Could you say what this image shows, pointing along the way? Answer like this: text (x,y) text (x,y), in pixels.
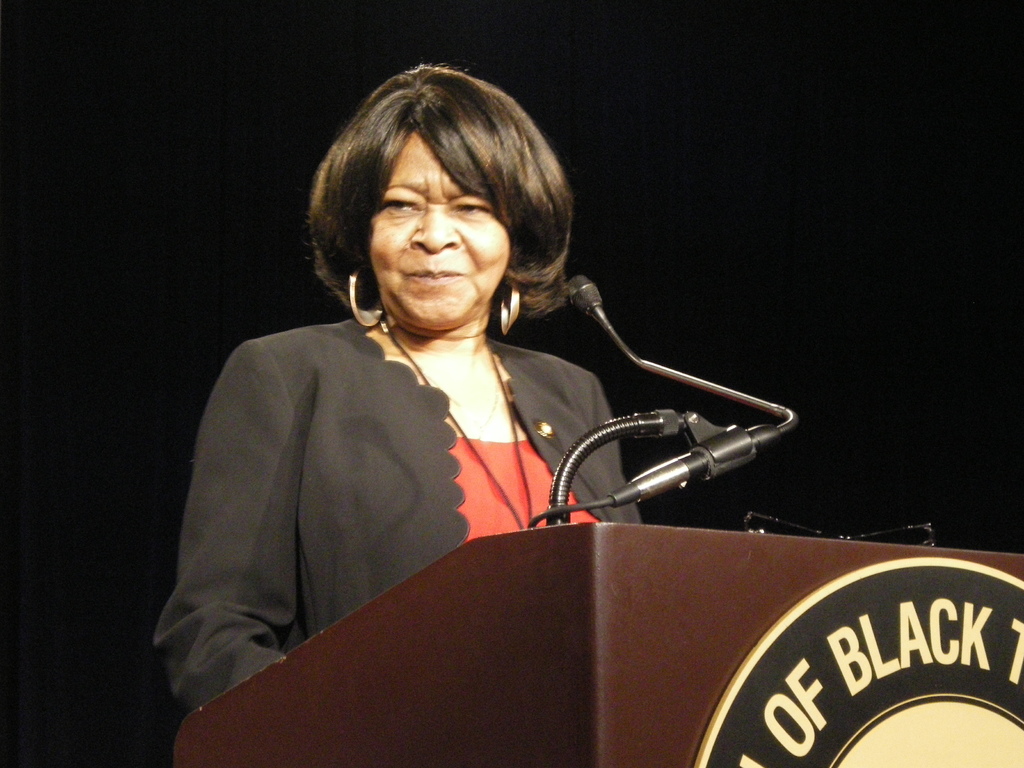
In this image I can see the person (434,446) standing in-front of the podium (583,620). On the podium (580,584) I can see the mic (622,418). The person (602,456) wearing the red and black color dress (396,507). And there is a black background (477,9).
